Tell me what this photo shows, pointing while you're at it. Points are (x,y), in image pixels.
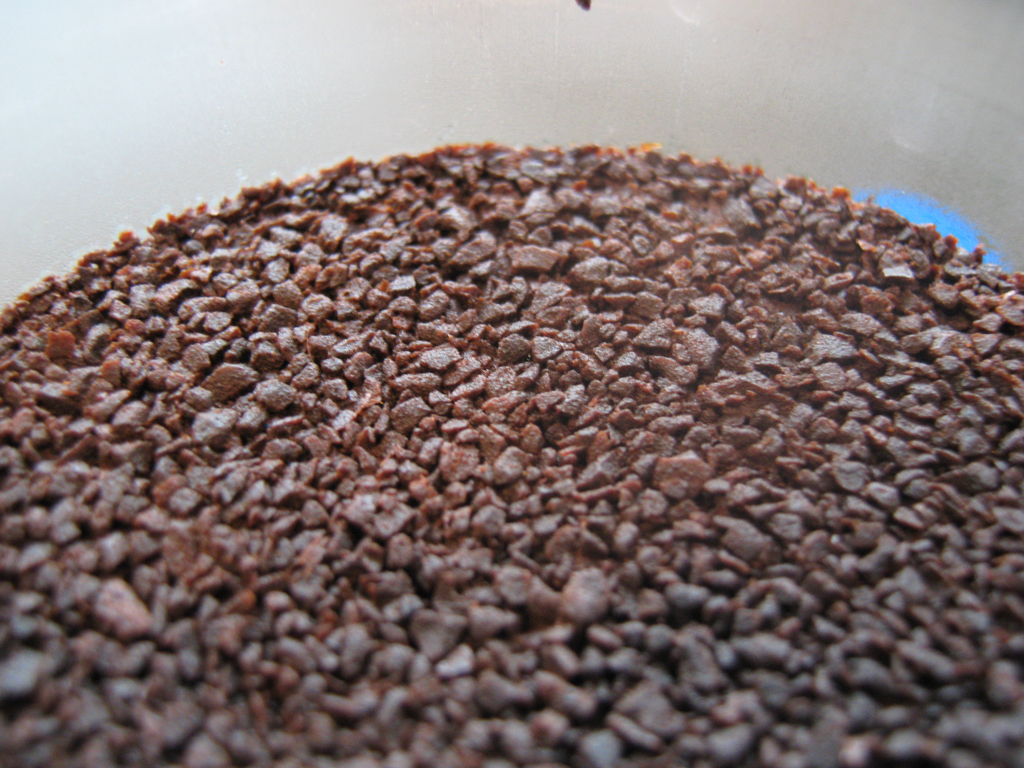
In this picture there are coffee crystals (717,310) in the bowl (921,201).
